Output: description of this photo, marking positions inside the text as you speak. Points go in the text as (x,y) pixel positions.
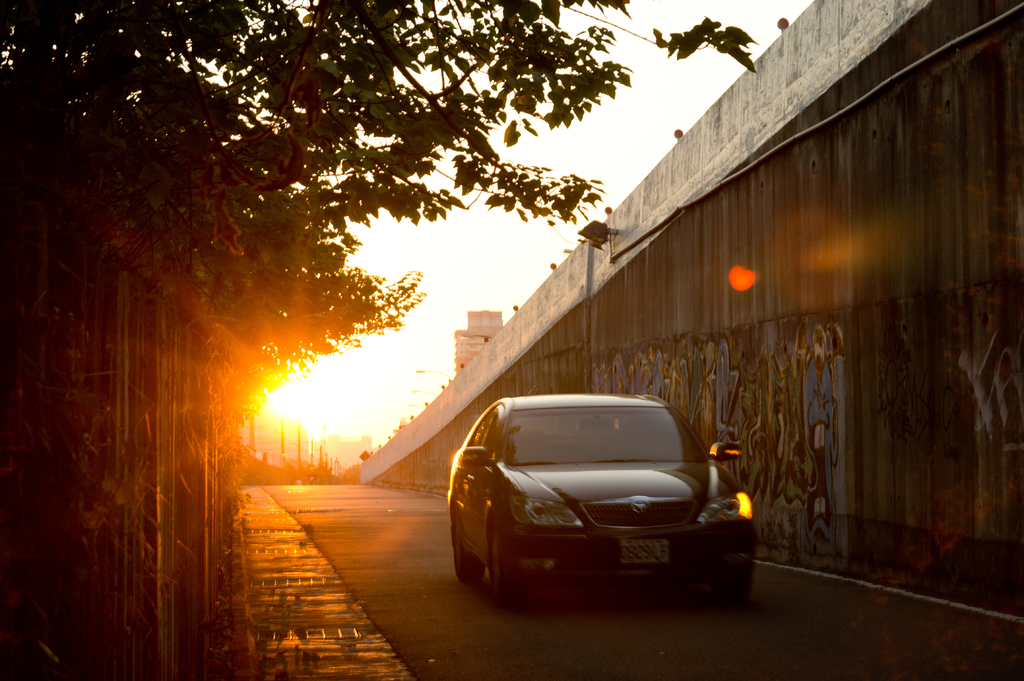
This image is taken during the sunset time. In this image we can see the trees (194,269), bridge (582,351), buildings (463,348) and also the vehicle (526,488) passing on the road (517,619). We can also see the graffiti (714,377) on the walls (773,406) of the bridge (714,410). Sky (484,273) is also visible.
